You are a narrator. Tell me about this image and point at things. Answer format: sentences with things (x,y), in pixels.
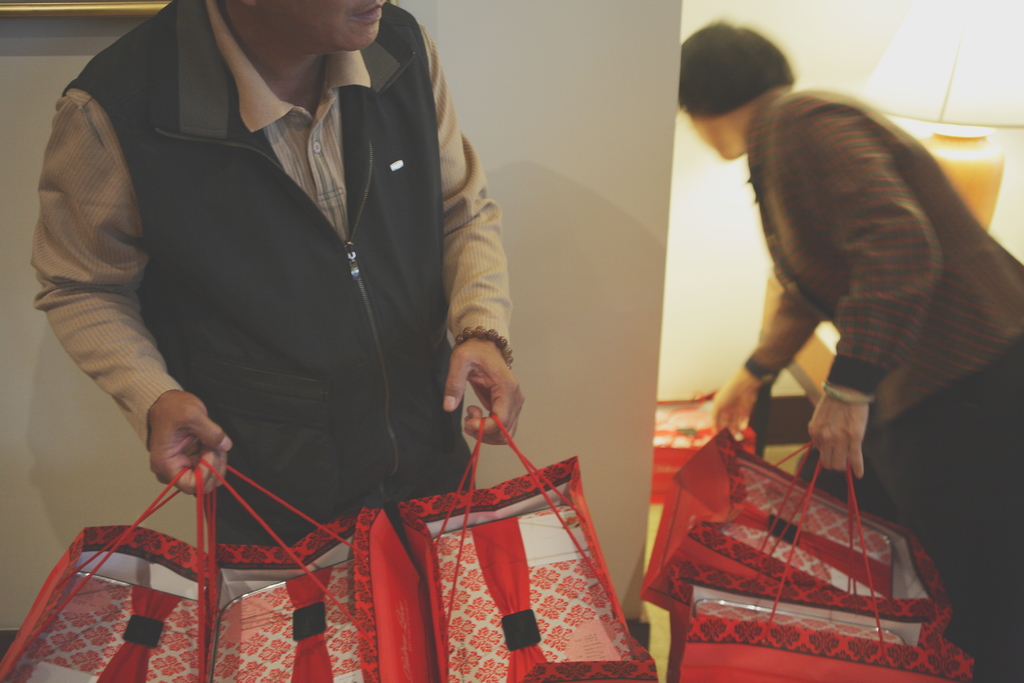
In this image we can see the inner view of a room (557,130) and we can see two persons (484,358) holding some bags (615,597) in their hands (859,413) and we can see a lamp (952,153) on the right side of the image (979,150).
